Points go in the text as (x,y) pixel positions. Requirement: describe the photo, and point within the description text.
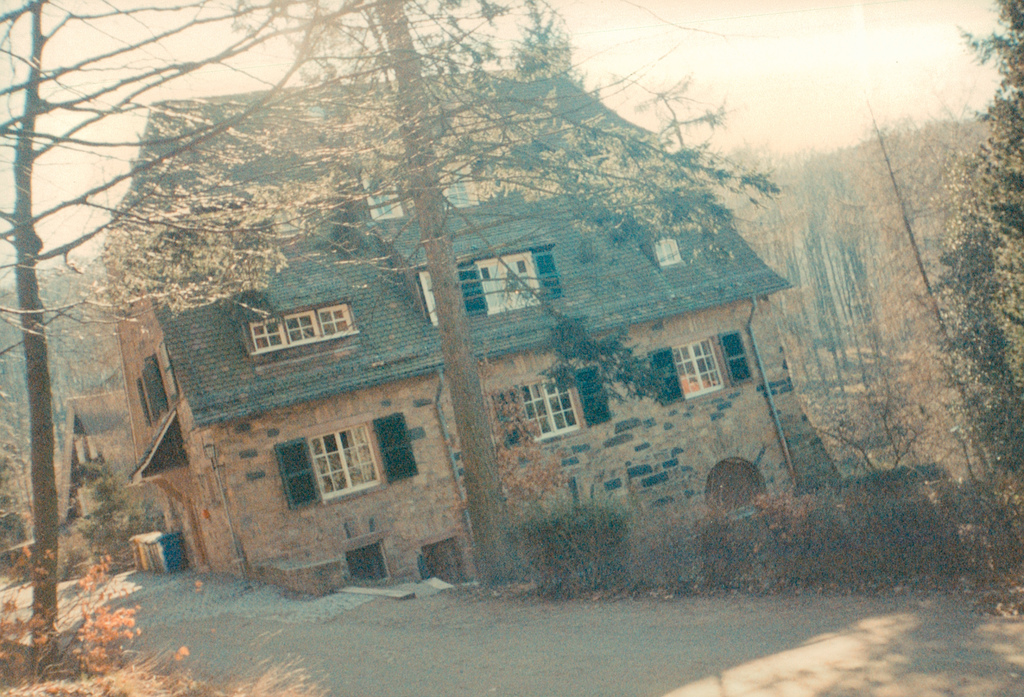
This is an outside view. At the bottom (534,645) there is a road (230,618). Beside the road (625,663) there are many plants (661,557) and a building (602,296). In the background (801,266) there are many trees (857,179). At the top of the image (760,55) I can see the sky (776,38).
